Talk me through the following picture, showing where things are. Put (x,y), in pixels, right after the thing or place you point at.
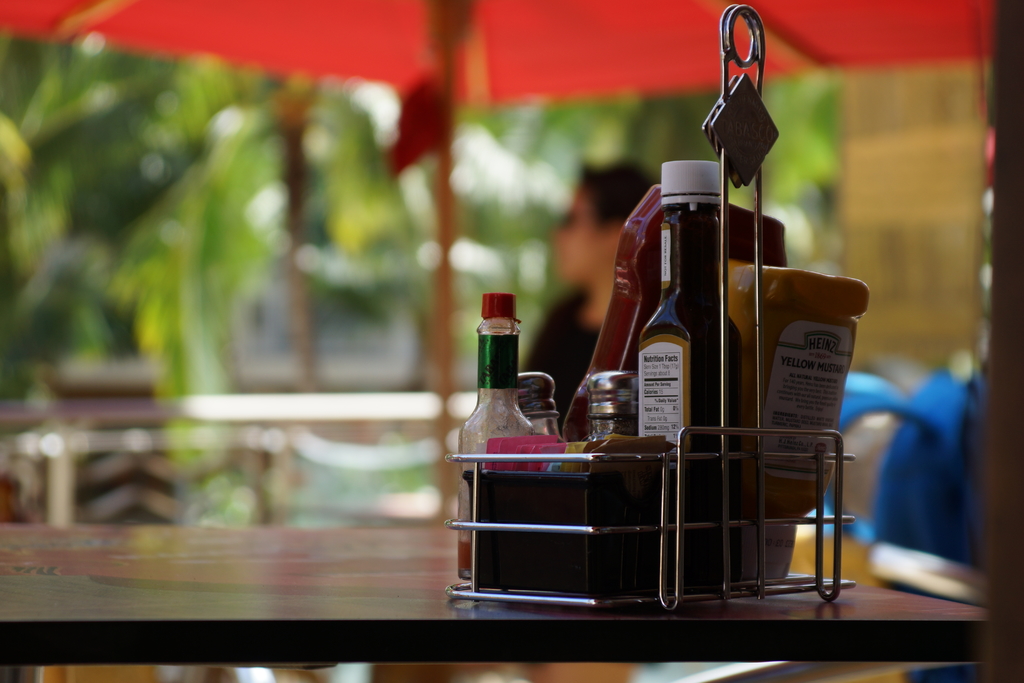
In this image i can see table (325,536), on the table (332,536) there are some bottles (631,281) kept on that, background (294,9) i can see a red color tent (495,63) and a person (573,334) wearing a black color shirt (553,322) visible and there are some trees (302,236) visible on the background (302,187) ,.
